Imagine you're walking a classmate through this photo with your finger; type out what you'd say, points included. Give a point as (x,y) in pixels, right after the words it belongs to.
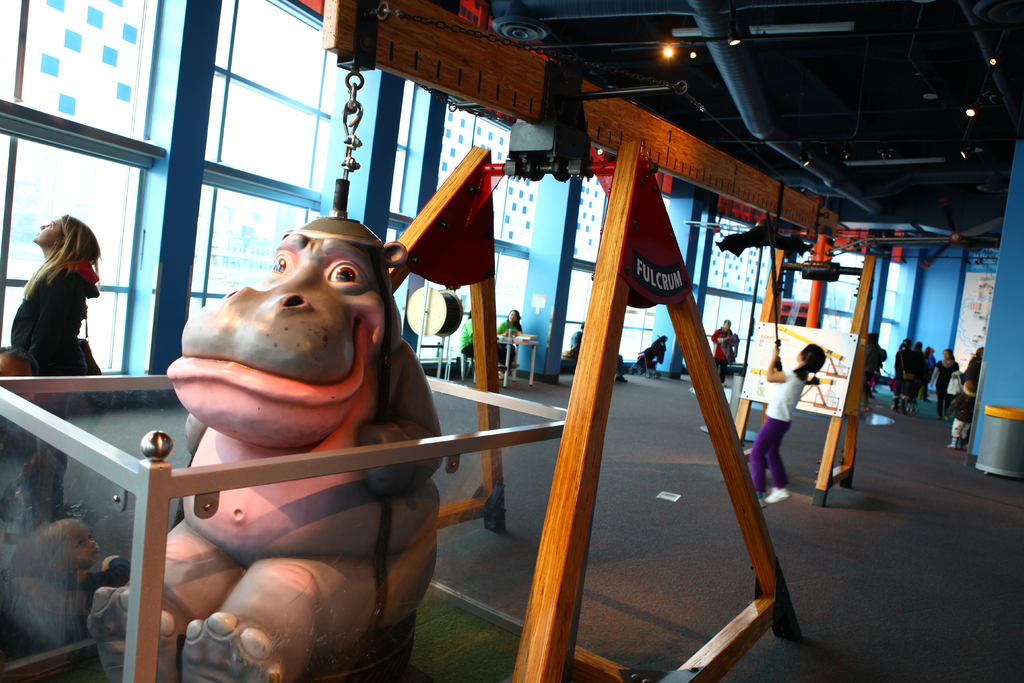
This picture describes about group of people (573,338), few are standing, few are seated and few are walking, in this we can find a toy (269,309), and it is connected to the cable (338,184), in the background (831,337) we can see a notice board (758,332), light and metal rods (687,45).
